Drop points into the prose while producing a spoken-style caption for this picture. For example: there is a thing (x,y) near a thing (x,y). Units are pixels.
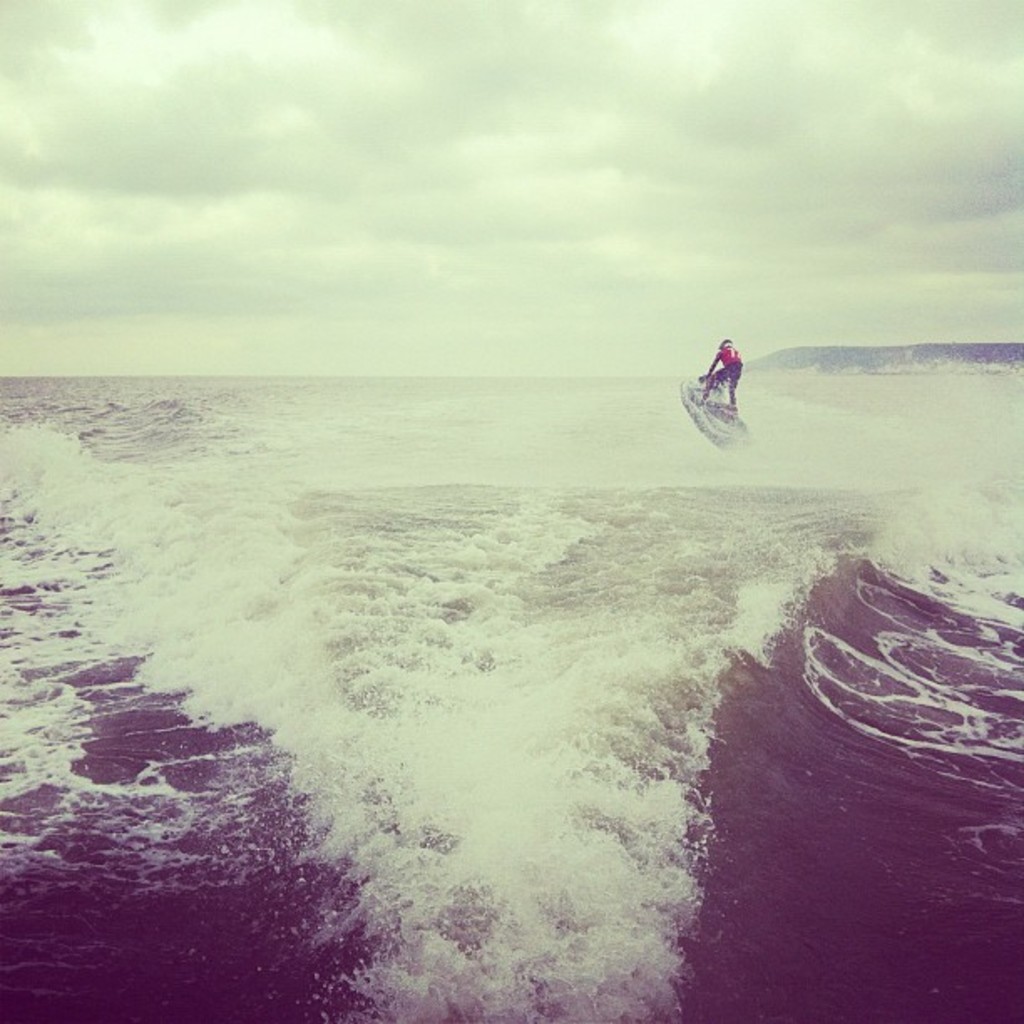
There is a person (722,381) boating in water (680,502) and there is a mountain (868,361) in the right corner (850,361) and the sky (537,141) is cloudy.
